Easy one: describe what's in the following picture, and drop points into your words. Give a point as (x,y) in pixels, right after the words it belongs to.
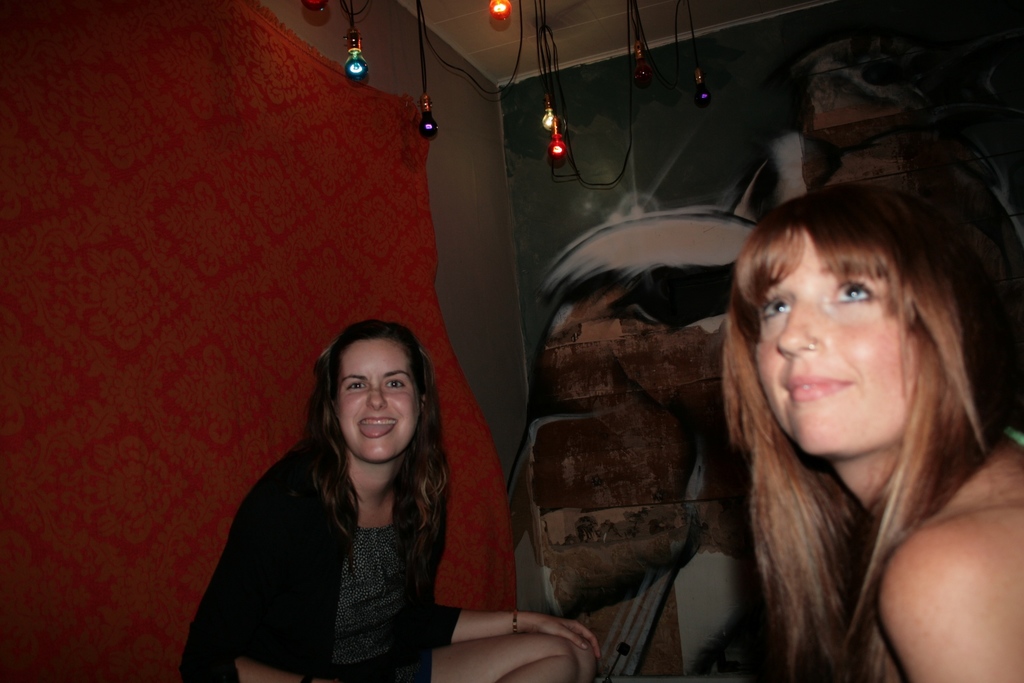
As we can see in the image there is wall (679,433), red color cloth (159,163) and two women (410,526) sitting. The woman (399,502) sitting on the left side (324,555) is wearing black color jacket (286,562). There is wall (488,87) and there are lights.
